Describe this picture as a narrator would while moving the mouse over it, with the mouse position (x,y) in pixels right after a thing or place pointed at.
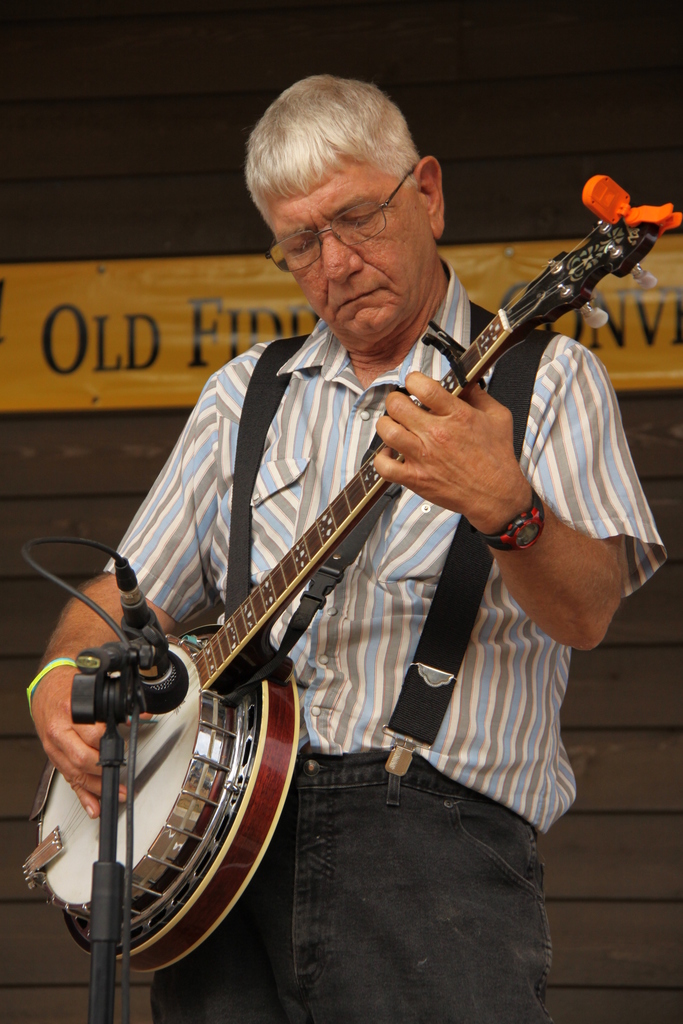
A man (72,653) holding a musical instrument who wore a white, blue and grey mixed shirt (389,655) and has the spectacles (306,256) and a mike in front of him.
